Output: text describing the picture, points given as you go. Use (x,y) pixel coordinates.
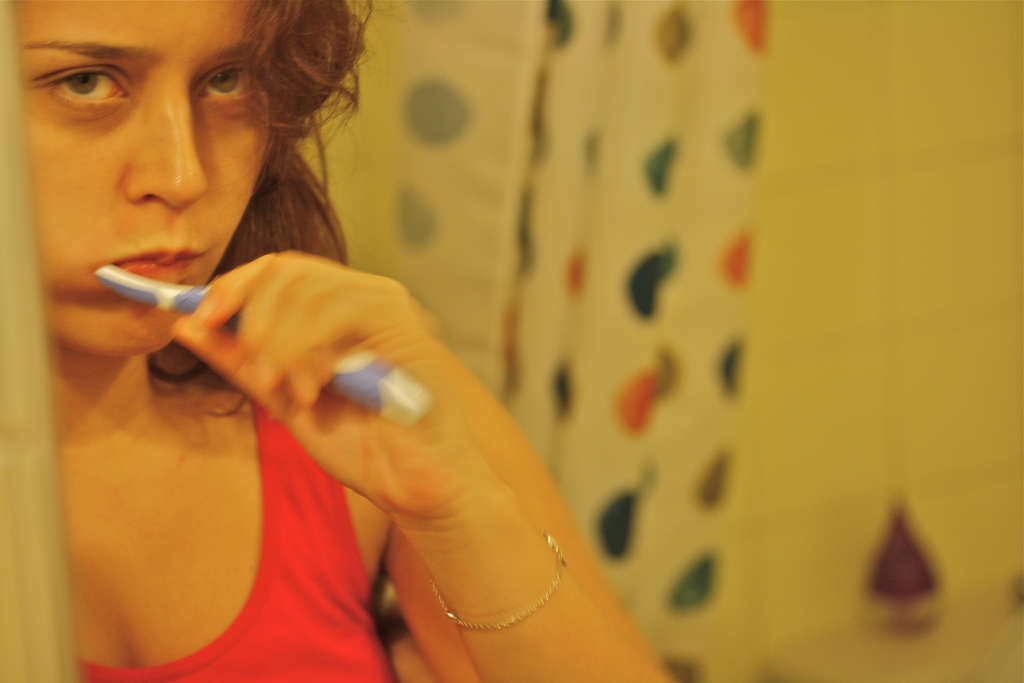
In this picture we can see a woman (98,359) in the red tank top (262,636) and holding a toothbrush (111,281). Behind the woman (199,461) there is a blurred background (452,280).
